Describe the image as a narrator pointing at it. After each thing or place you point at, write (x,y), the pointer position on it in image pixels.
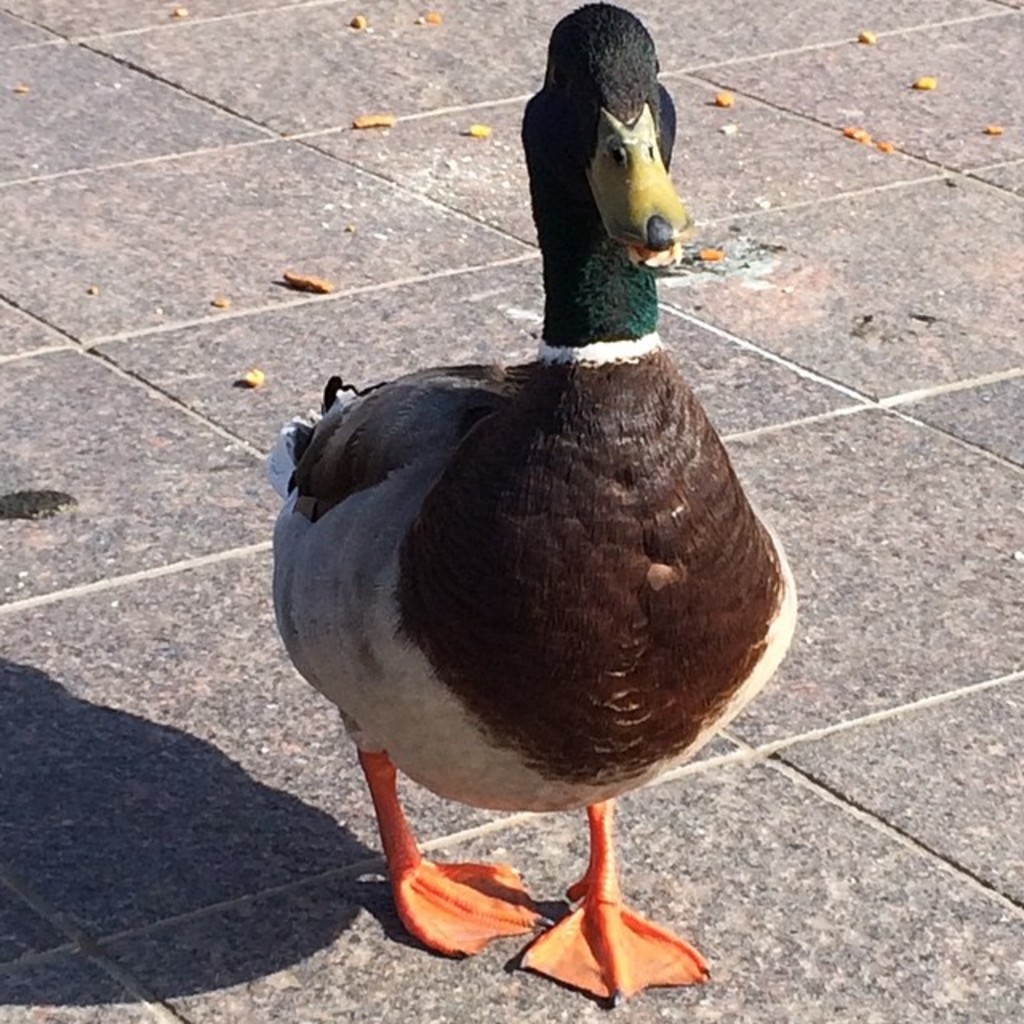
In this picture we can see a duck (552,558).
